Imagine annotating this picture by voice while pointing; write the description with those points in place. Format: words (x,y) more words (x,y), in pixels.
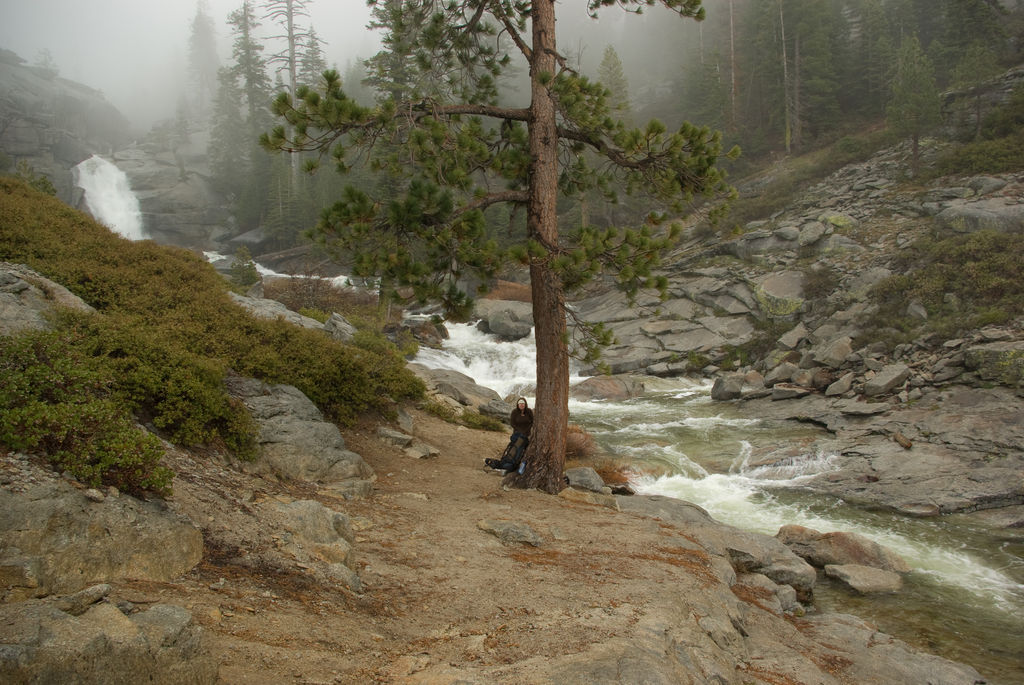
In this image I can see mountains (60,125) and a river (836,586) flowing through mountains (120,147) and some trees (434,138) in the center of the image (557,448) and a person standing behind a tree (541,418).
